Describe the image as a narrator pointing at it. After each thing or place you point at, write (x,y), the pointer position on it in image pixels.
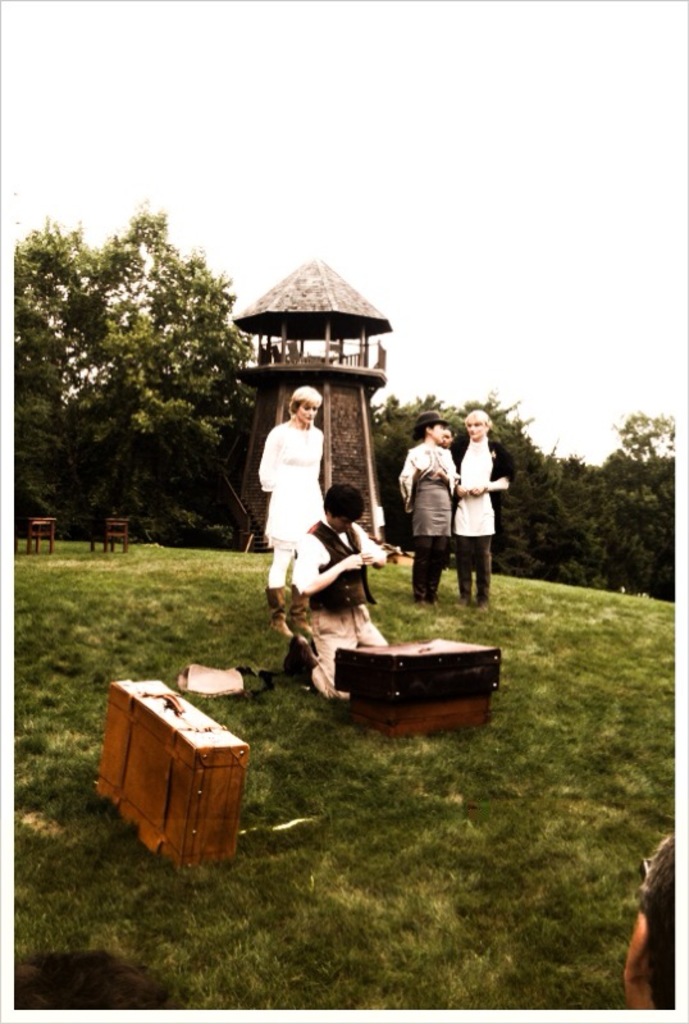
In this picture I can see few people (446,513) standing and few leather suitcase (453,649) on the ground (353,737) and I can see couple of chairs (30,538) on the back (99,501) and trees (381,479) and a tower (325,392) and I can see a cloudy sky (508,254) and I can see a man (321,648) kneeling on the ground (286,643) and I can see grass (308,777) on the ground (455,883) and I can see couple of them at the bottom of the picture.
